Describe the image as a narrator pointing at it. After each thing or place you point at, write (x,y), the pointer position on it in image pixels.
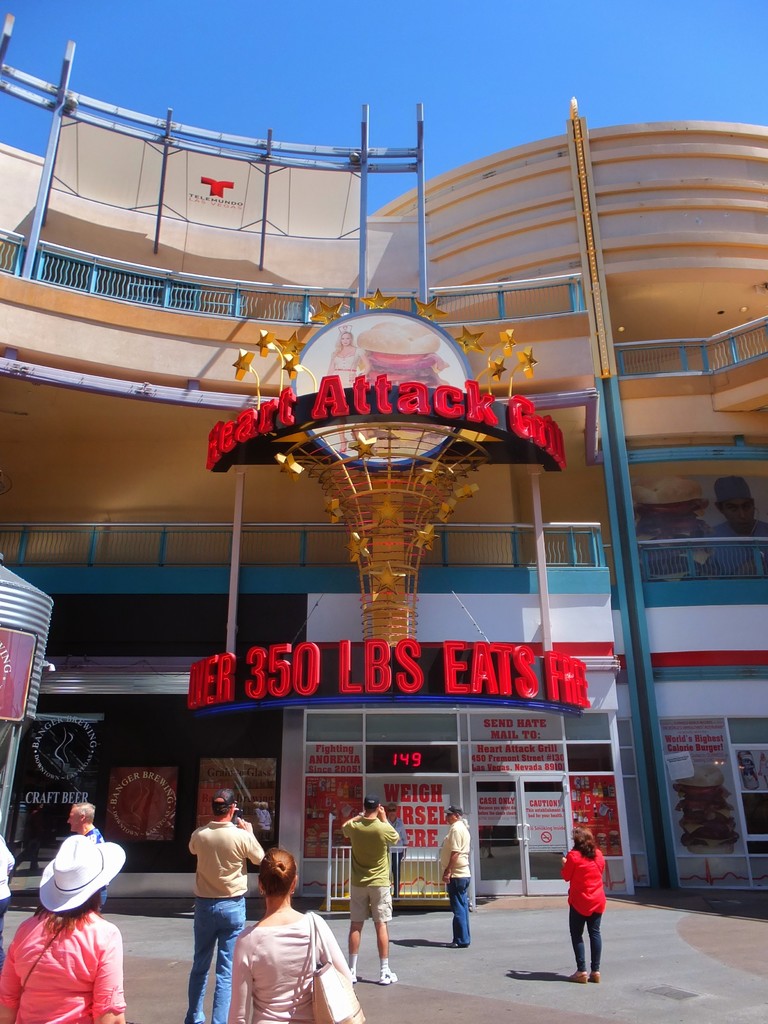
In the center of the image (438,361) a logo (319,411) and naming board (471,667) is present. In the background of the image (653,505) a building (767,414) is there. At the top of the image (447,38) sky (452,27) is present. At the bottom of the image (493,983) ground (534,1006) is there. At the bottom (106,981) we can see some persons (264,940) are standing.
